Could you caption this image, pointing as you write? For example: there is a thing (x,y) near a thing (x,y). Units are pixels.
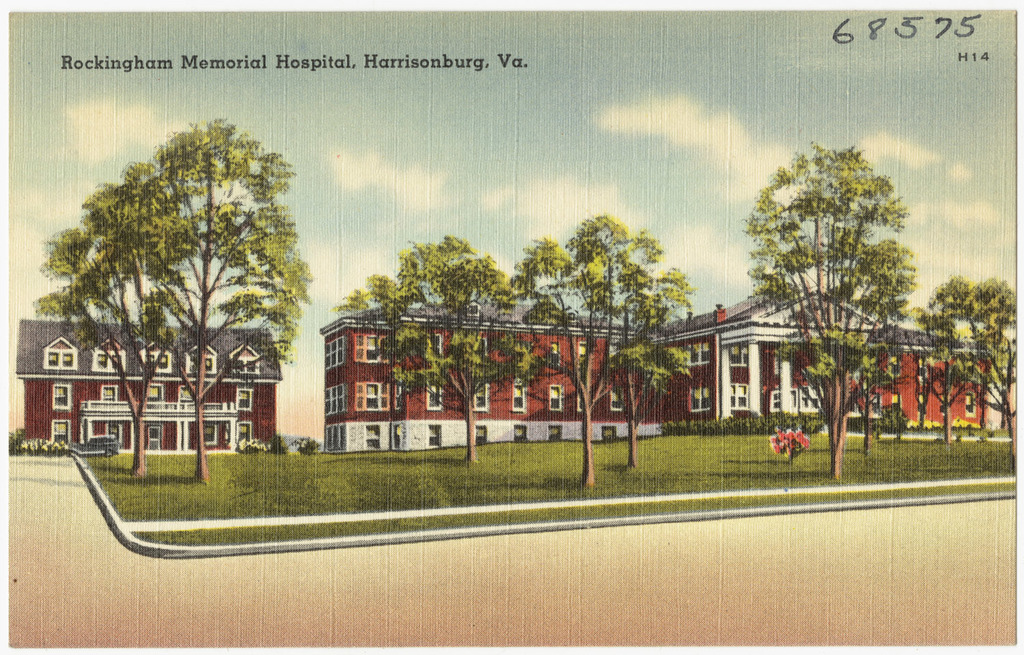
This is the painting image in which there are trees (646,376), buildings (251,377), there's grass (688,481) on the ground (606,470), the sky (635,170) is cloudy and there is some text (353,68) written on the image.
